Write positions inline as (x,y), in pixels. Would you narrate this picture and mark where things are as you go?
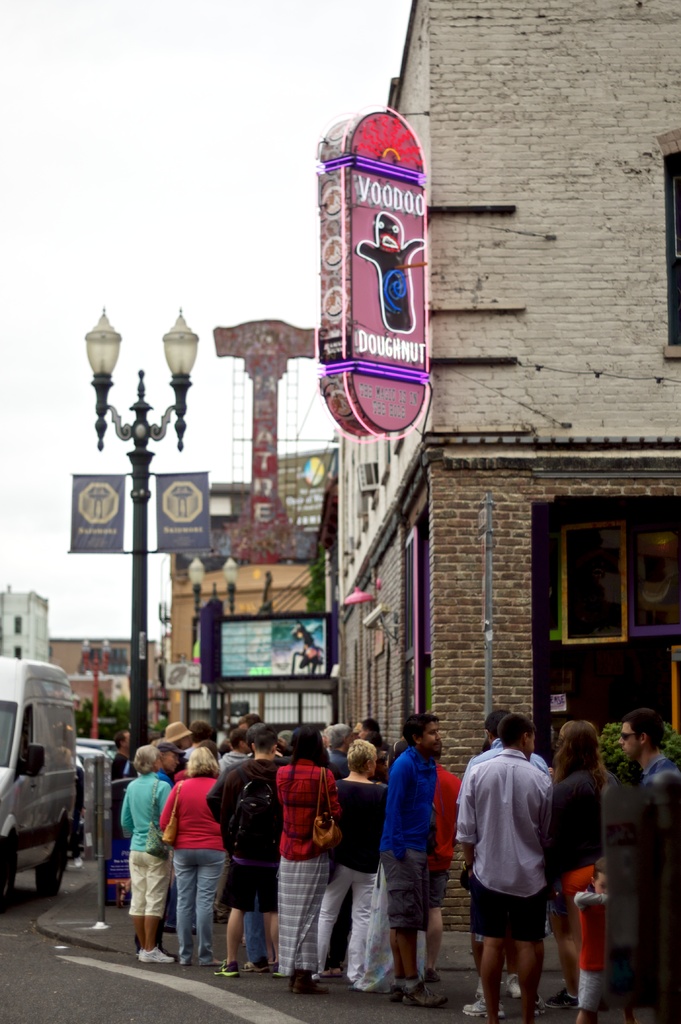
In this image we can see few people (364,847) standing in front of the road (144,996) and a few vehicles (40,827) on the road (1,913) there are light poles (138,607), boards (355,323) attached to the building (409,444) and sky (244,216) in the background (140,185).
